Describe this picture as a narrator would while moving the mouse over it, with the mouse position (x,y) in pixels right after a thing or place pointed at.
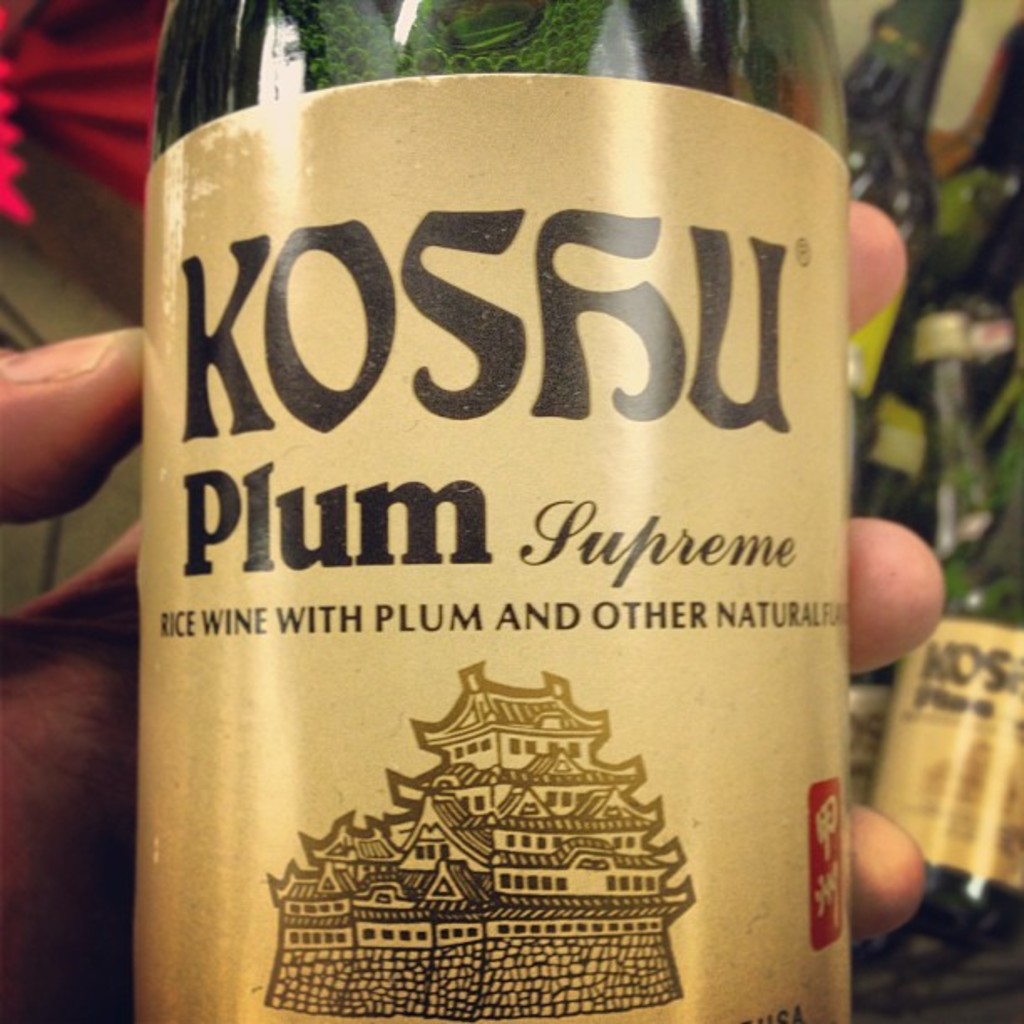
In this image, There is a bottle (822,956) in the middle (528,674) in yellow color, And a person (68,710) holding a bottle (676,414).
